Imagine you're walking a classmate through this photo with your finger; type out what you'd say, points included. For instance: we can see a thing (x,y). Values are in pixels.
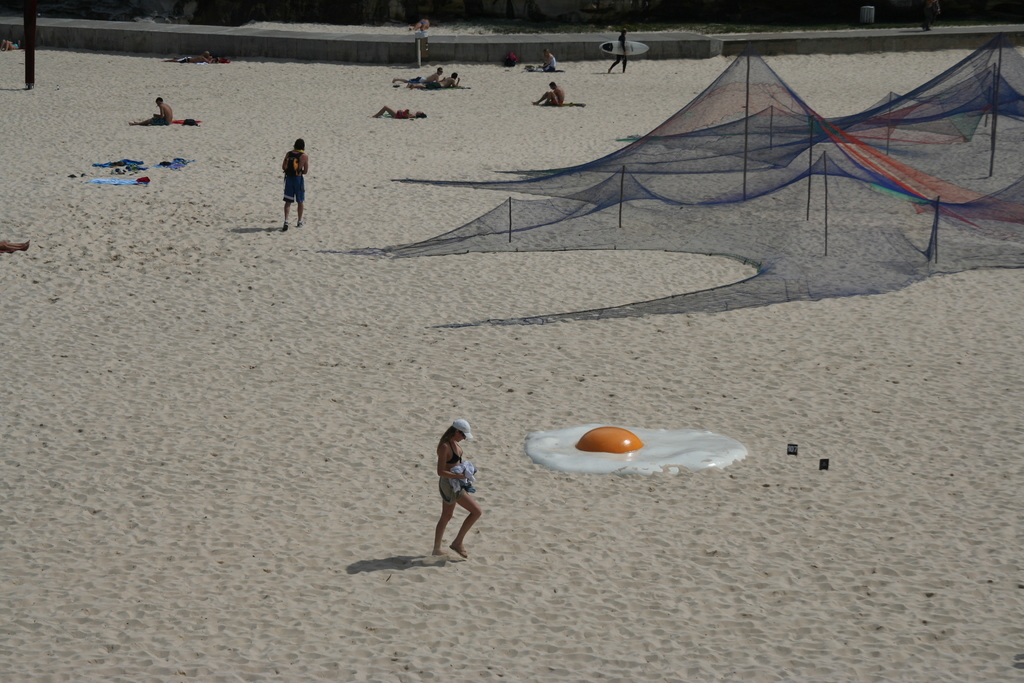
In this image I can see people (557,98) where few are sitting, few are lying on ground (388,90) and few are standing. I can also see white and orange colour object (605,447) over here.
